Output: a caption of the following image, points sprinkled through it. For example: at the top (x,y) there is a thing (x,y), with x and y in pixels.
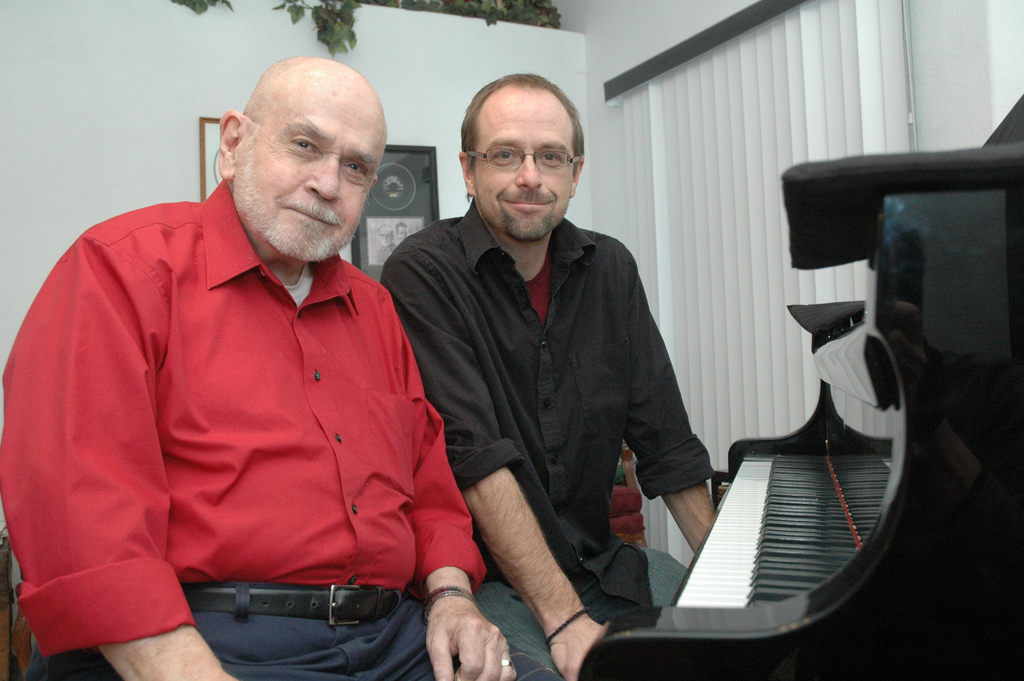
In this picture we can see two persons (551,248). He has spectacles (518,150). This is piano (783,570). On the background (168,153) there is a wall (448,194) and these are the frames (399,194). And there is a curtain (740,242).
